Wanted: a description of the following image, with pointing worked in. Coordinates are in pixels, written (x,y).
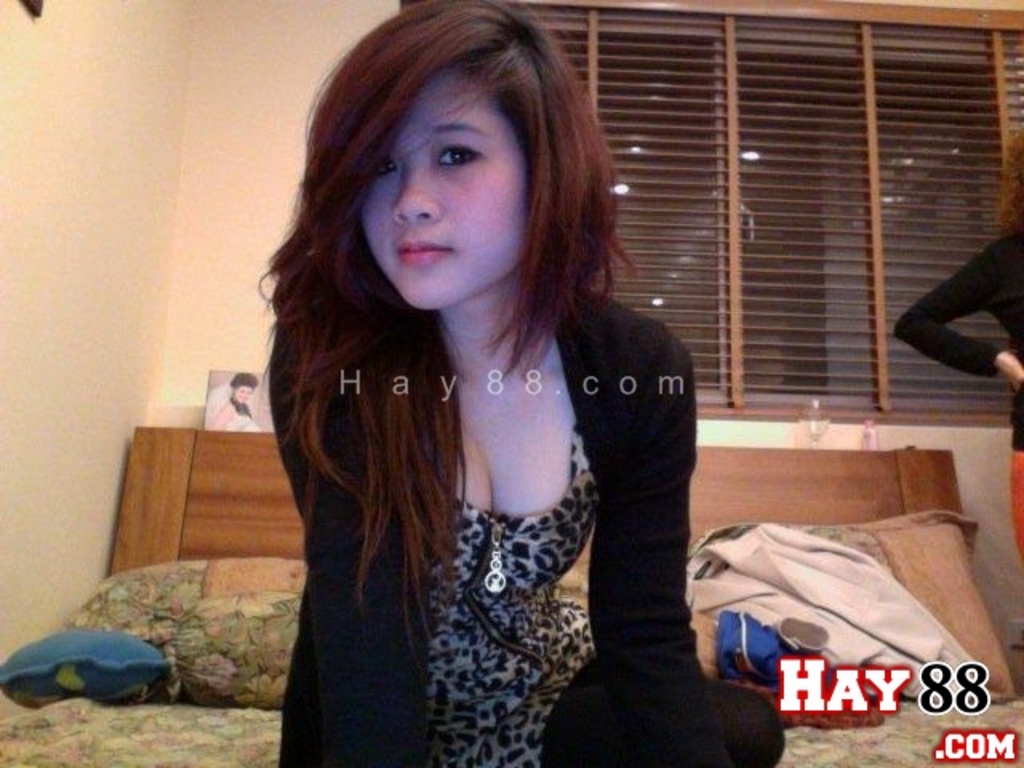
In the center of the image (637,479) we can see a lady (555,660) sitting on the bed (281,711). There are cushions (243,628) placed on the bed (913,727). In the background (801,398) there is a window (858,245) and a wall (187,161). On the right (958,363) there is a person (958,363) standing.
